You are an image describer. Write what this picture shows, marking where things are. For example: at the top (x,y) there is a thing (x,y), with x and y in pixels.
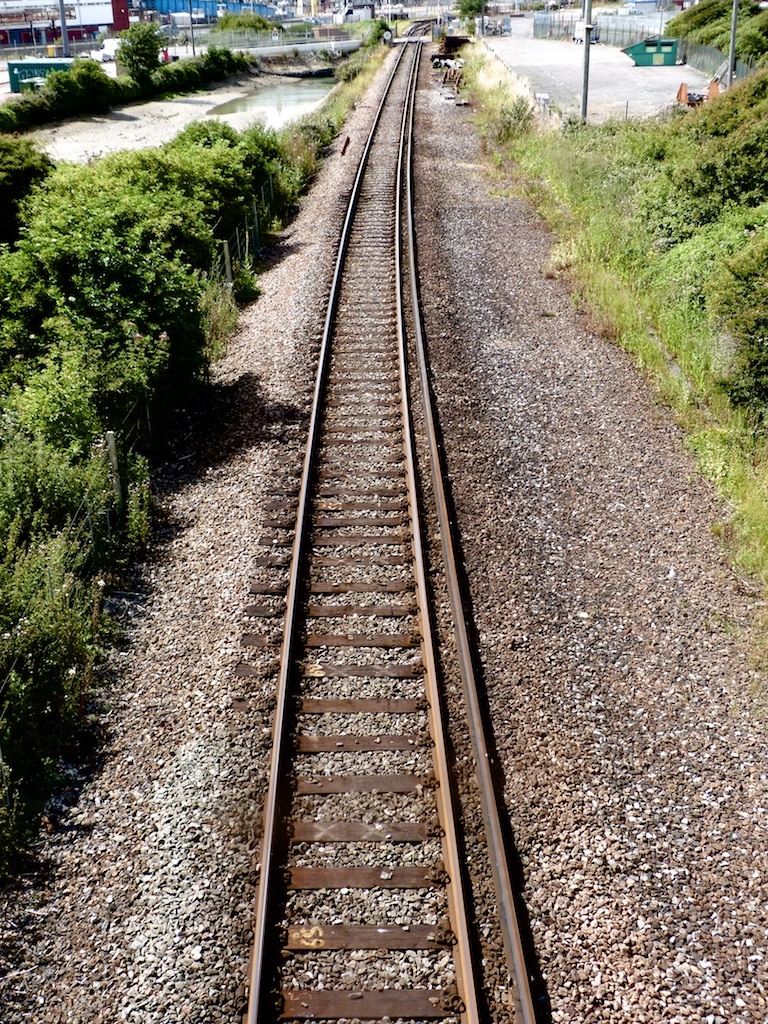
In this image I can see in the middle (268,681) it is the railway track (444,527). There are trees (4,320) on either side of an image.
